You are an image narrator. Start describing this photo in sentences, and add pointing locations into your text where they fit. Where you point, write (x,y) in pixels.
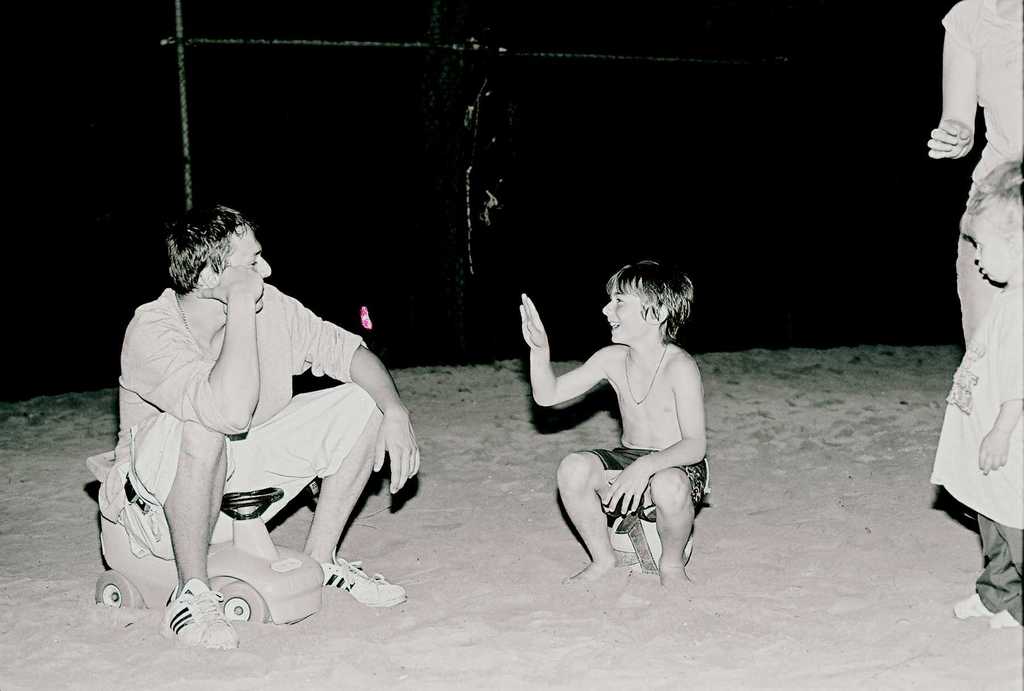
In this image there are two people (245,342) and two children (1006,292), at the bottom (448,522) there is sand (929,616) and two of them are sitting on playthings (633,515). And in the background (488,198) there are poles (183,38) and some objects (477,185), and there is a dark background (607,201).
